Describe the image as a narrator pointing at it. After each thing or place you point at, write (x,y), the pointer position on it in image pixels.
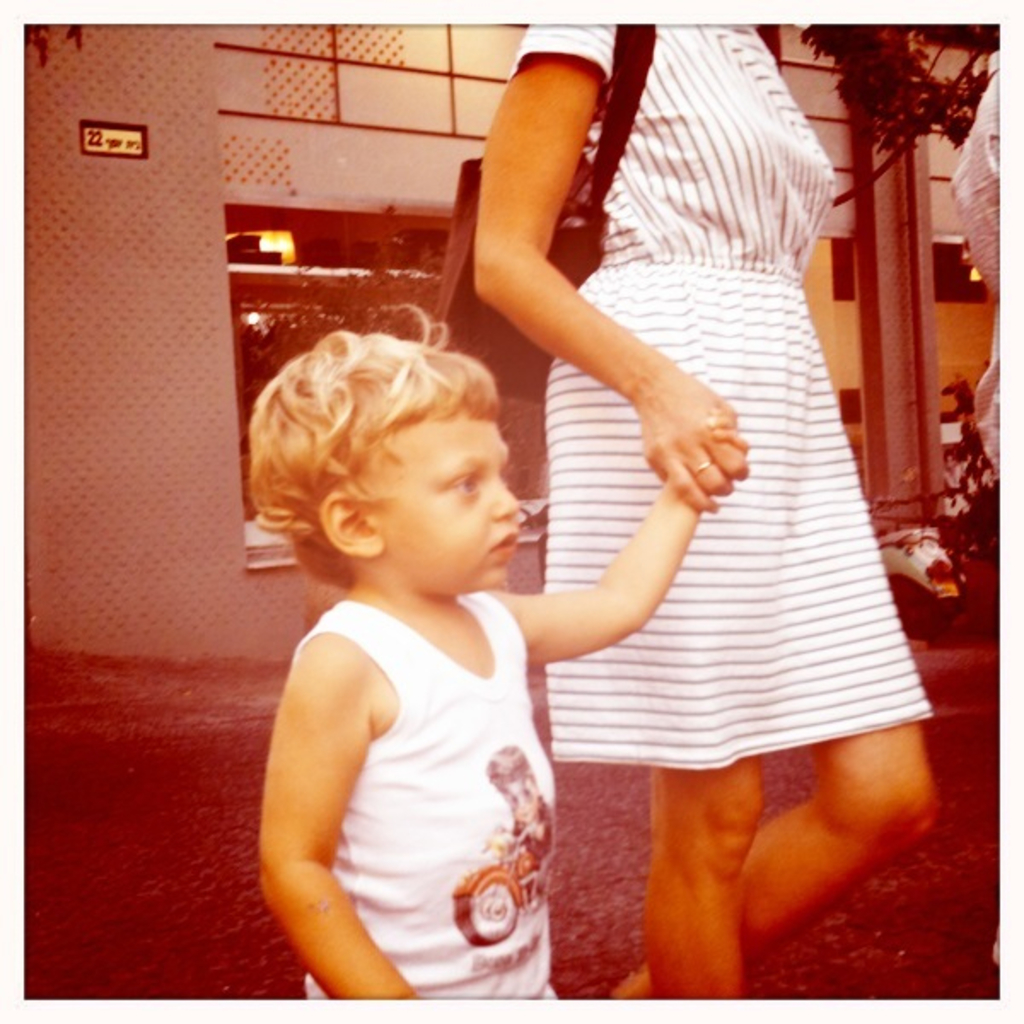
In the image there is a woman (744,317) in white dress (728,634) holding a baby (433,614) in white vest (359,863) walking on the road (216,757) and in the back (256,181) there is a building (258,305) with vehicles (931,604) in front of it on the right side (936,542).
